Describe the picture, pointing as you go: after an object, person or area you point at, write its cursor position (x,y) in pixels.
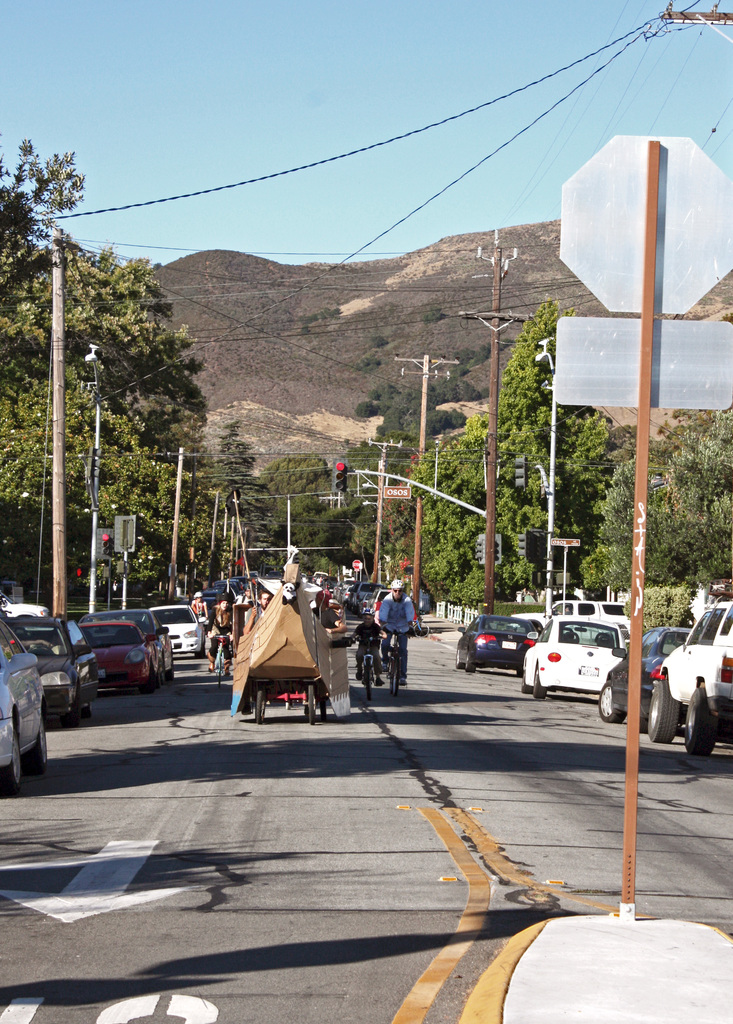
In this image I can see few vehicles (719,611) on the road (463,707). I can see few people (383,625) are riding a bicycle (374,656). I can see few signboards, poles (650,237), current poles (465,314), wires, trees (118,322), traffic-signal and mountains (482,266). The sky (397,145) is in blue and white color.
